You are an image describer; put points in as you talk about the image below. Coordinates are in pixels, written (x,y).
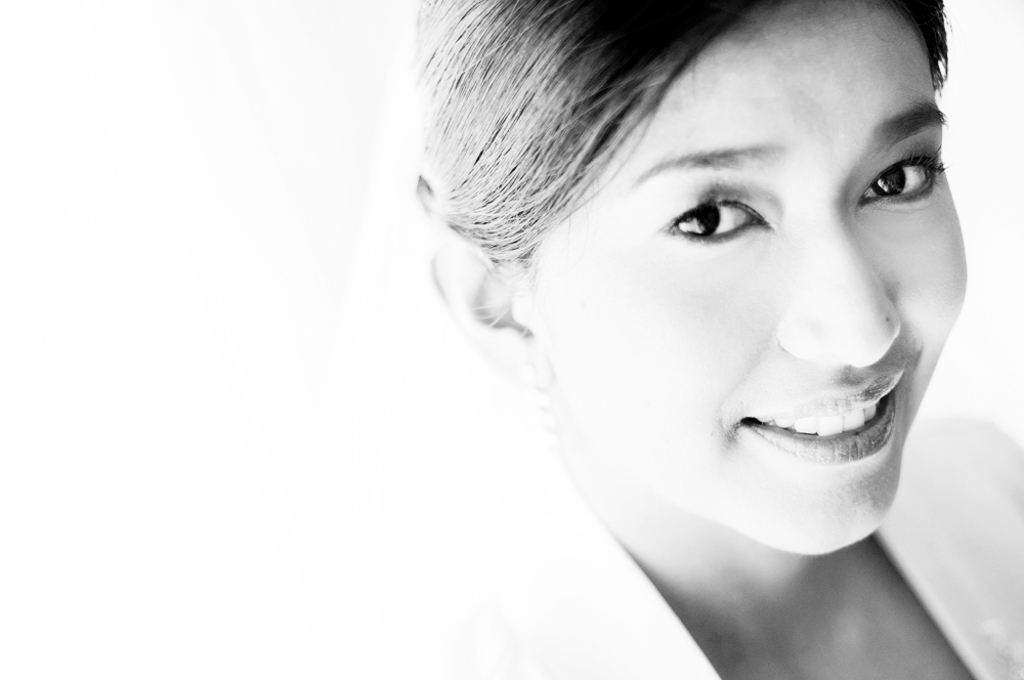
This is a black and white picture. In this picture we can see a woman (858,256) smiling.
